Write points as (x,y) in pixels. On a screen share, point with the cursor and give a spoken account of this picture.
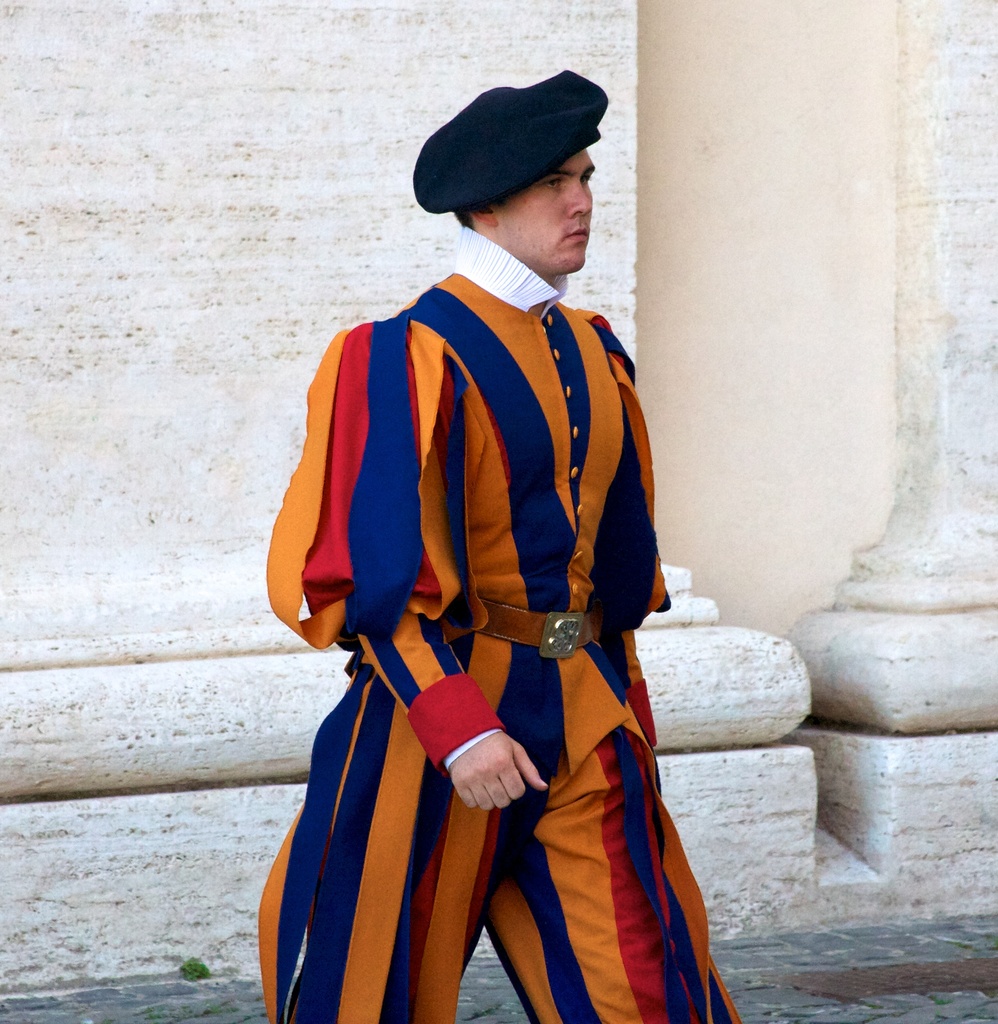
In this image I can see a person (473,524) wearing a cap (502,137) on the head (495,155). In the background (910,459), I can see the pillars (901,644).
